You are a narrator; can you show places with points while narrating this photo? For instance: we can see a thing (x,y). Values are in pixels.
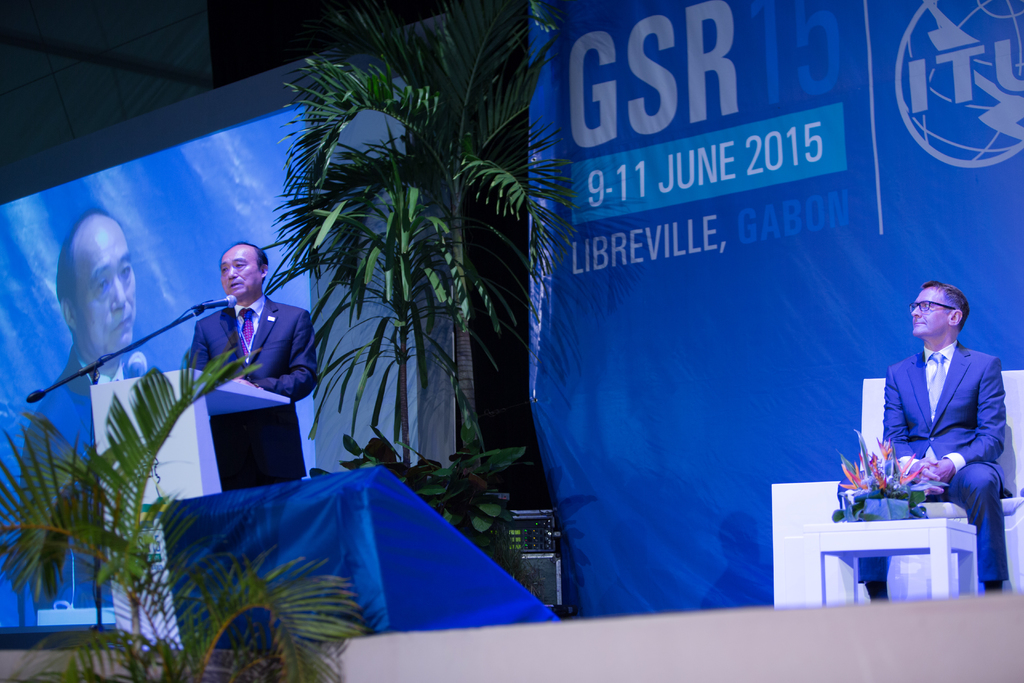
In this picture we can see two men (979,425), one is seated on the chair (818,488) and another man (252,336) is standing, in front of him we can see a microphone (231,295), and we can find few plants (393,171), hoarding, on the left side of the image (173,231) we can see a screen (115,210).
